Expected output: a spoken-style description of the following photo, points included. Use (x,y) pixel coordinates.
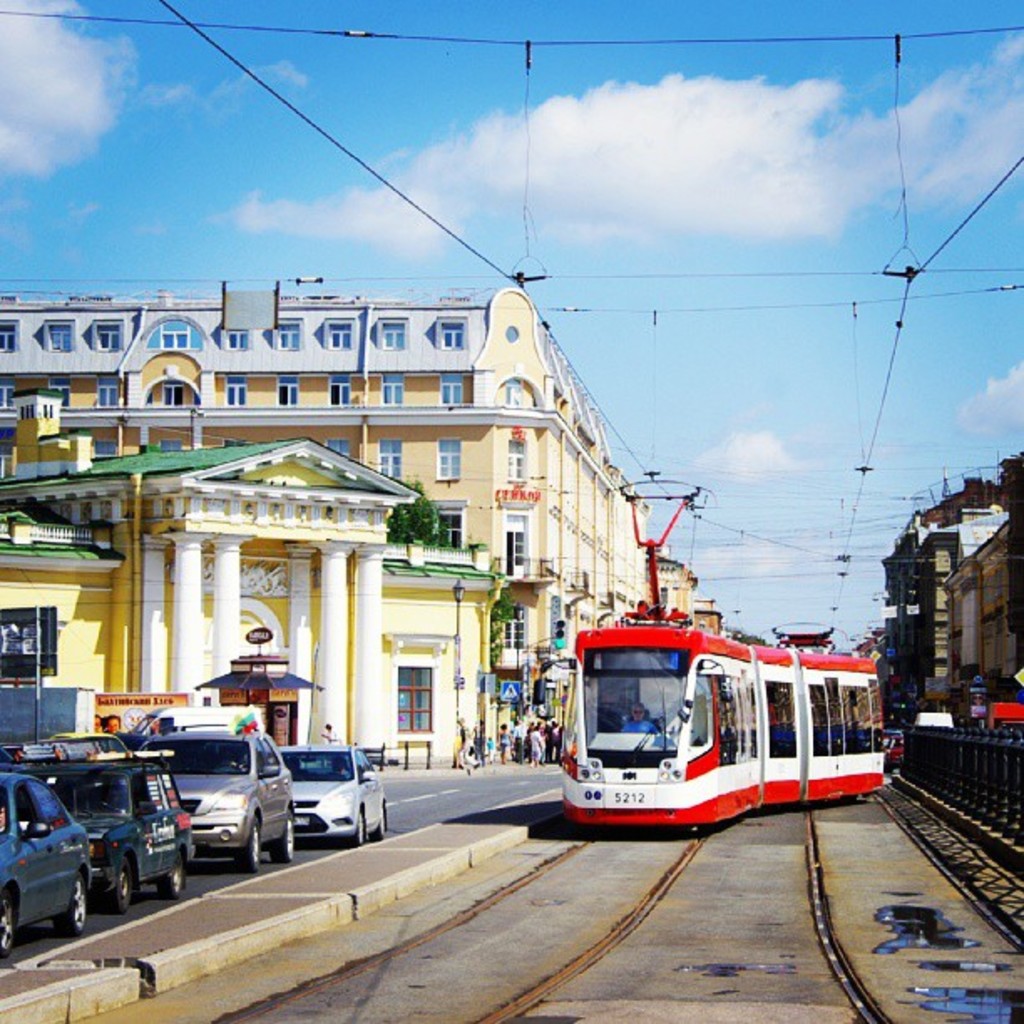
In this image, in the middle (652,641), we can see a train (783,781) moving on the railway track (730,871), in the train (719,711), we can see a man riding it. On the right side (943,493), we can see a building (964,551). on the left side (221,792), we can see some cars (36,819) moving on the road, buildings (703,617), pillars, a group of people (527,742), windows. in the background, we can see some electrical wires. At the top (770,272), we can see a sky (797,376), at the bottom (592,840), we can see a railway track (574,843) and a road (699,1013).
